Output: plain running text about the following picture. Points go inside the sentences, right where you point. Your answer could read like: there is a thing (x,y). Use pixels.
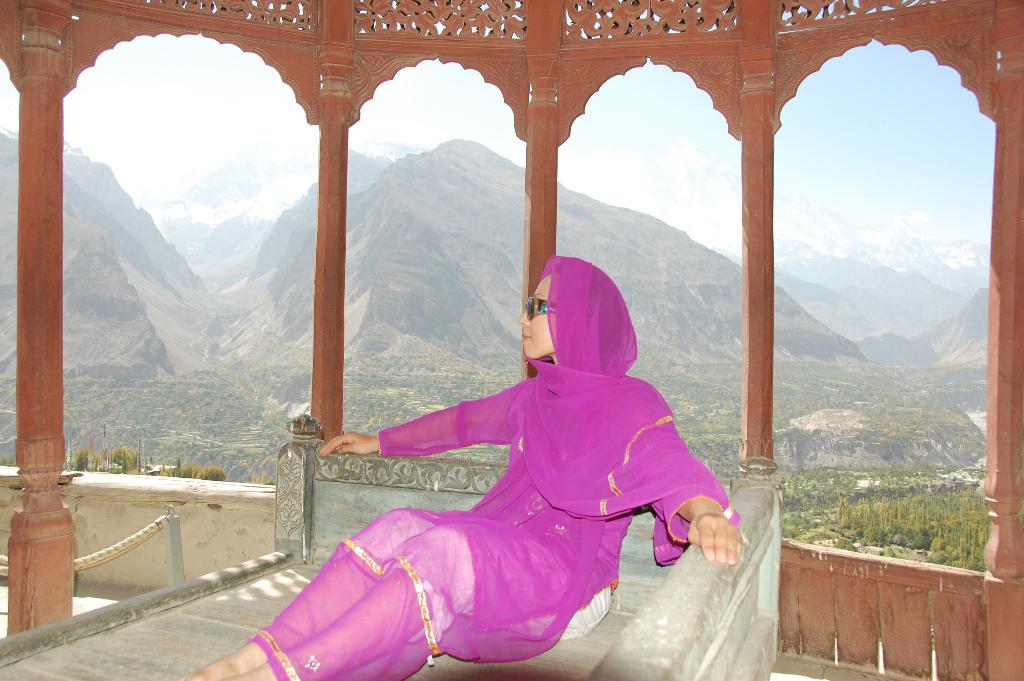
In this image I can see inside view of a building (1001,309) and a woman (440,420) wearing a pink color dress (505,516) and sitting on the bed (135,618) and back side I can see the hill (601,258) and the sky (360,122).
